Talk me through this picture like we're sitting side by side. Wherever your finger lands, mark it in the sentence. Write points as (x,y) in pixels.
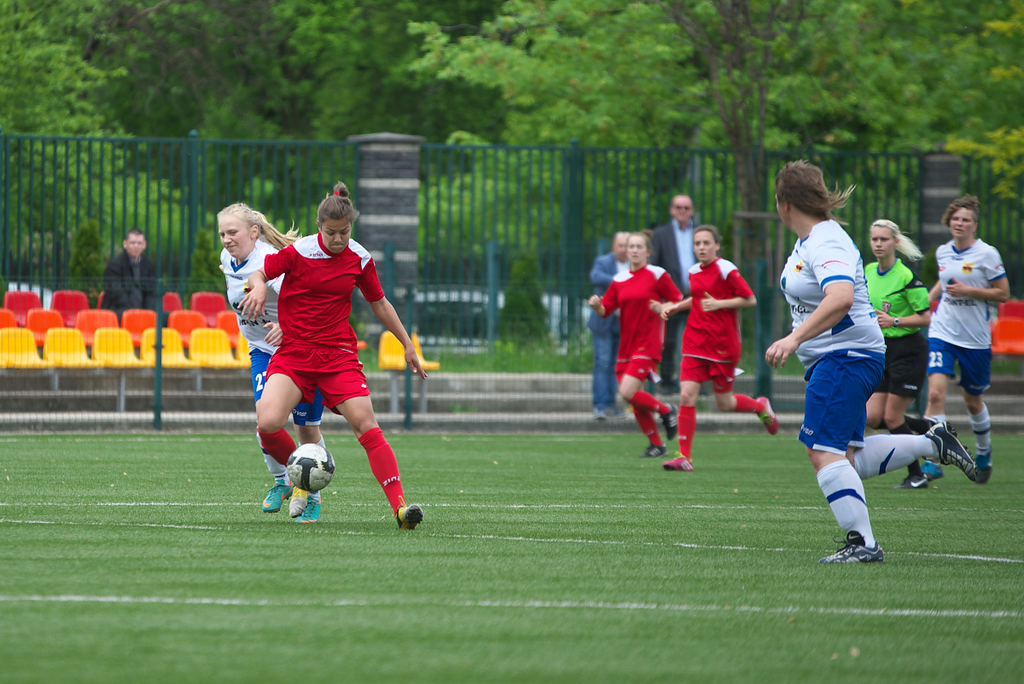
In this image there are group of persons (296,327) playing football. There are two persons (412,526) in the left (328,214) and remaining persons (846,394) in the right (846,471). The ground (636,496) is full of grass (598,520). In the background (452,132) there are some chairs (104,334) and group of trees (712,37).
